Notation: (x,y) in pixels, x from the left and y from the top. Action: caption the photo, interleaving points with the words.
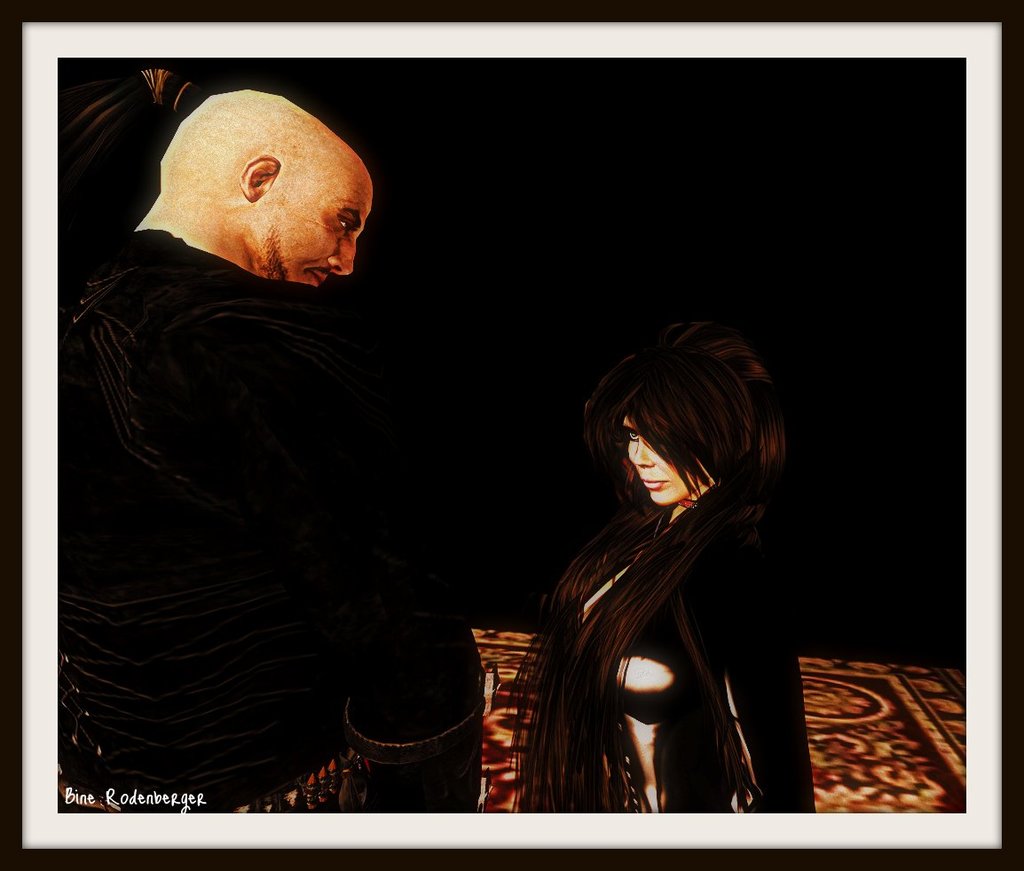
In this image we can see a photo frame (44,404). In the photo (686,689) we can see two persons (626,406). The background of the image (484,368) is dark. In the bottom left (207,798) we can see some text (115,803).
